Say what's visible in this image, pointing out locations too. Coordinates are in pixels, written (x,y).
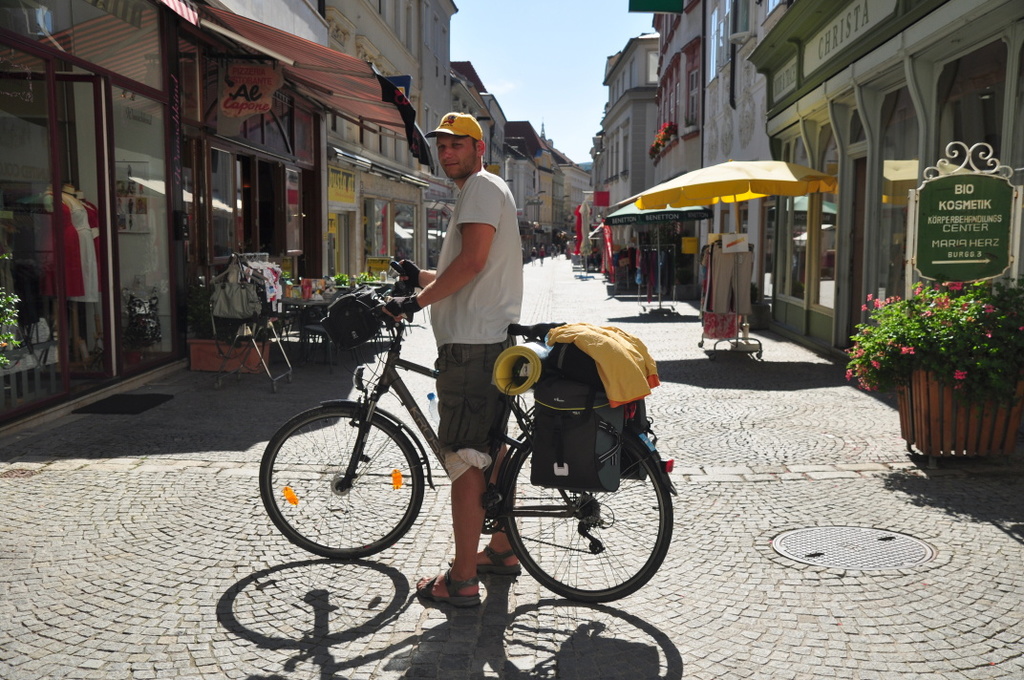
This picture shows a man (480,168) holding a bicycle (594,343) and we see few plants (968,314) and umbrellas (587,213) and we see few houses (705,45) in the street (588,318).
